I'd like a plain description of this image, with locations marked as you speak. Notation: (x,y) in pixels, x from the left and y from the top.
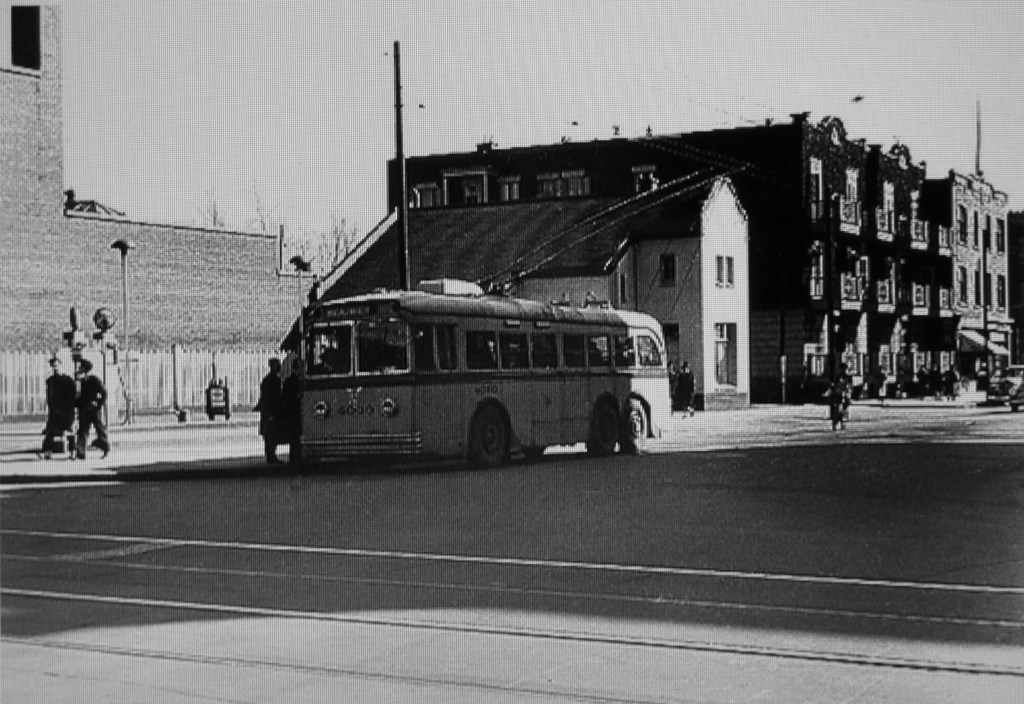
This is a black and white picture. In the middle of the picture (504,381), we see the bus (418,343). Beside that, we see people (293,377) are standing. Beside them, we see a pole (400,47). On the left side (50,448), we see two men (101,443) are walking on the road (44,426). Behind them, we see the poles (126,302). There are buildings (651,259) in the background (807,228). On the right side (1009,391), we see a car (1013,376) and a man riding the bike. At the bottom (531,635), we see the road (535,648) and at the top (323,86), we see the sky (364,62).
